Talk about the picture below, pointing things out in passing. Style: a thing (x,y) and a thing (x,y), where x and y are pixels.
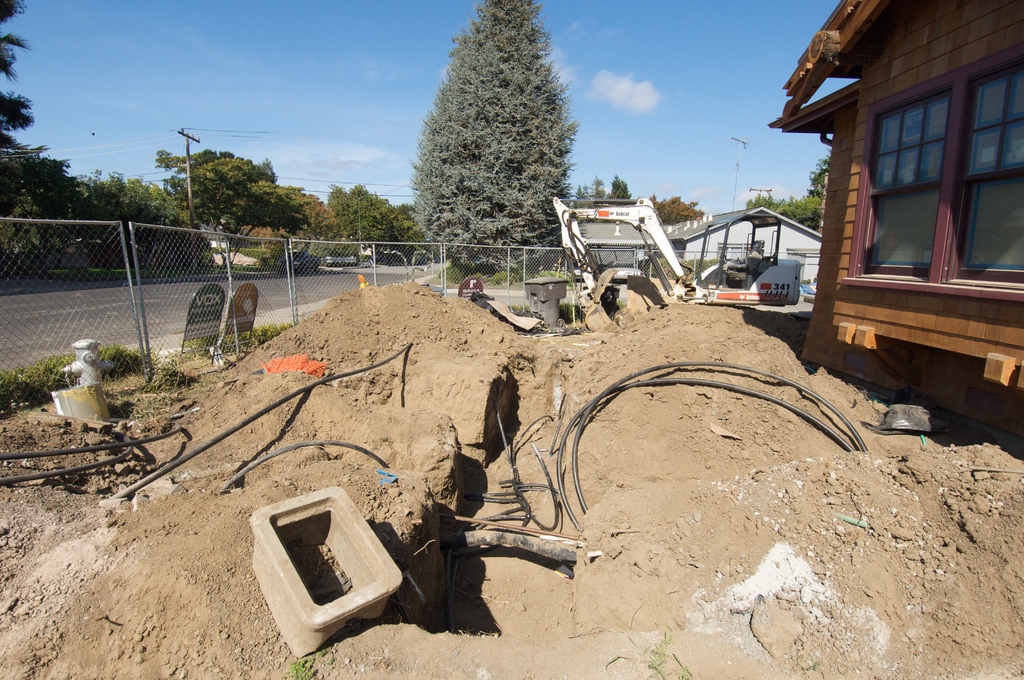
In this image we can see sand (679,422) and few objects (527,489) on the sand (671,440), there is a fence (163,295), boards (215,313) near the fence (230,306), a fire hydrant (79,365), grass (18,390), few trees (234,191), current pole (190,199) with wires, buildings (894,181) on the right side (790,241) and sky (579,45) in the background (647,69).
